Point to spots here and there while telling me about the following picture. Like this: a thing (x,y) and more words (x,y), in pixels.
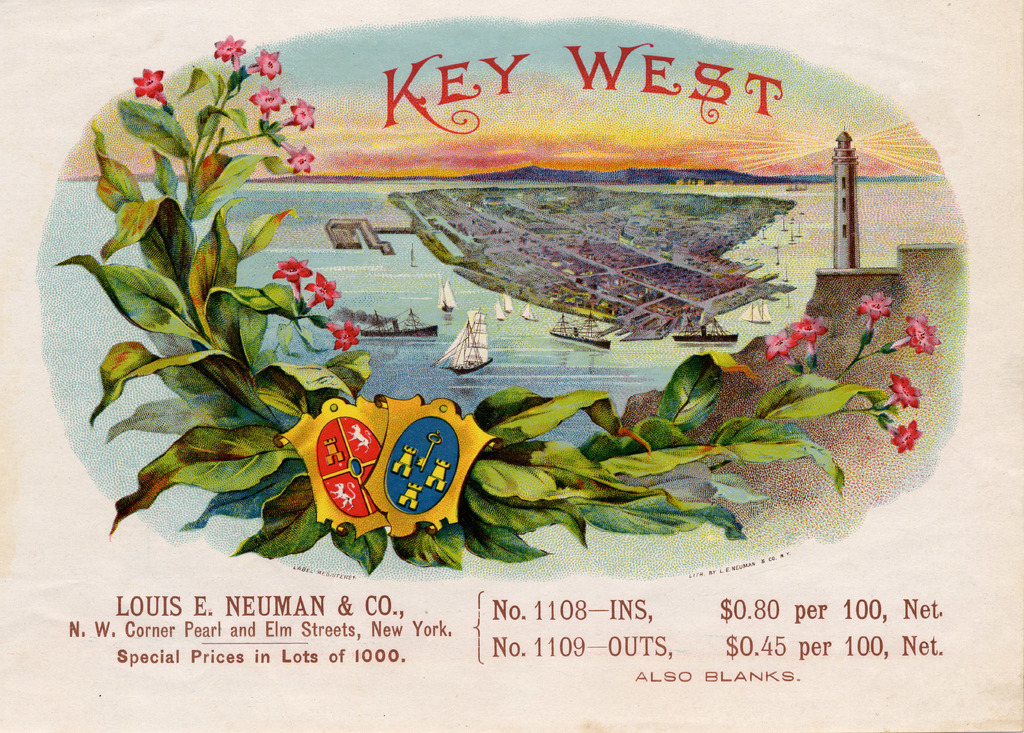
In this picture I can see the leaves (230,341), flowers (296,116) and 2 badges (357,418) in front (164,271). In the background (261,279) I can see the water (342,298) on which there are boats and I see the sky (516,116). On the right side of this picture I see a light house (838,263) and I see something is written on the bottom (636,606) and top of this picture (493,93). I can also see that this is a depiction image.
